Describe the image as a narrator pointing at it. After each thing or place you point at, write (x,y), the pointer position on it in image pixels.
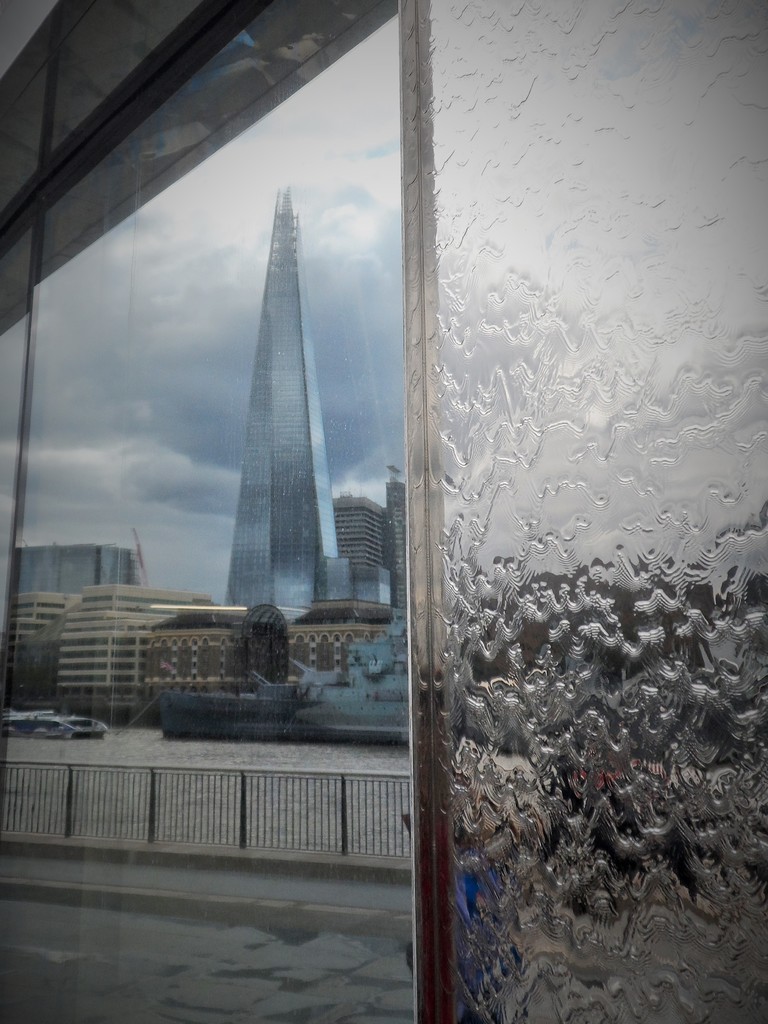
This picture seems to be clicked inside. On the right (607,10) we can see the water (631,677) on the glass (542,694). In the center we can see the deck rail (259,813). In the background (154,284) we can see the sky (160,325), skyscrapers (272,403), buildings (250,642) and some objects (179,715) in the water body (167,742).
